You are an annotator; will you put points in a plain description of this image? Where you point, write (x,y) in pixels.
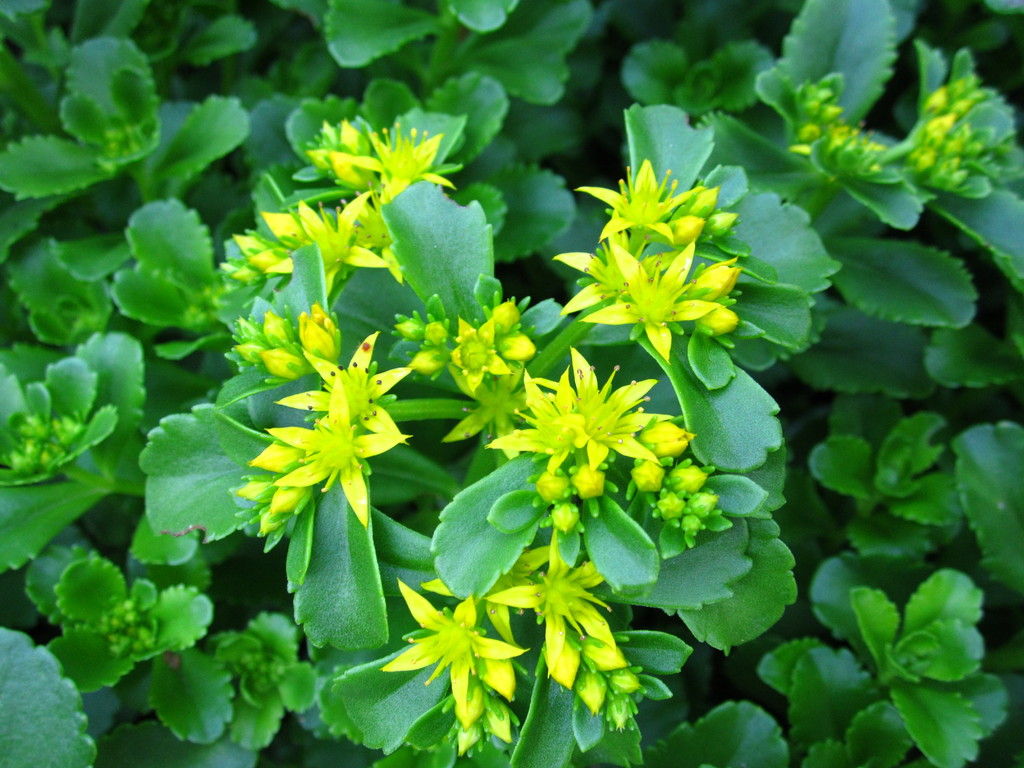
In this image we can see flowers (409,656) and buds (534,480) to the plants (379,534).
